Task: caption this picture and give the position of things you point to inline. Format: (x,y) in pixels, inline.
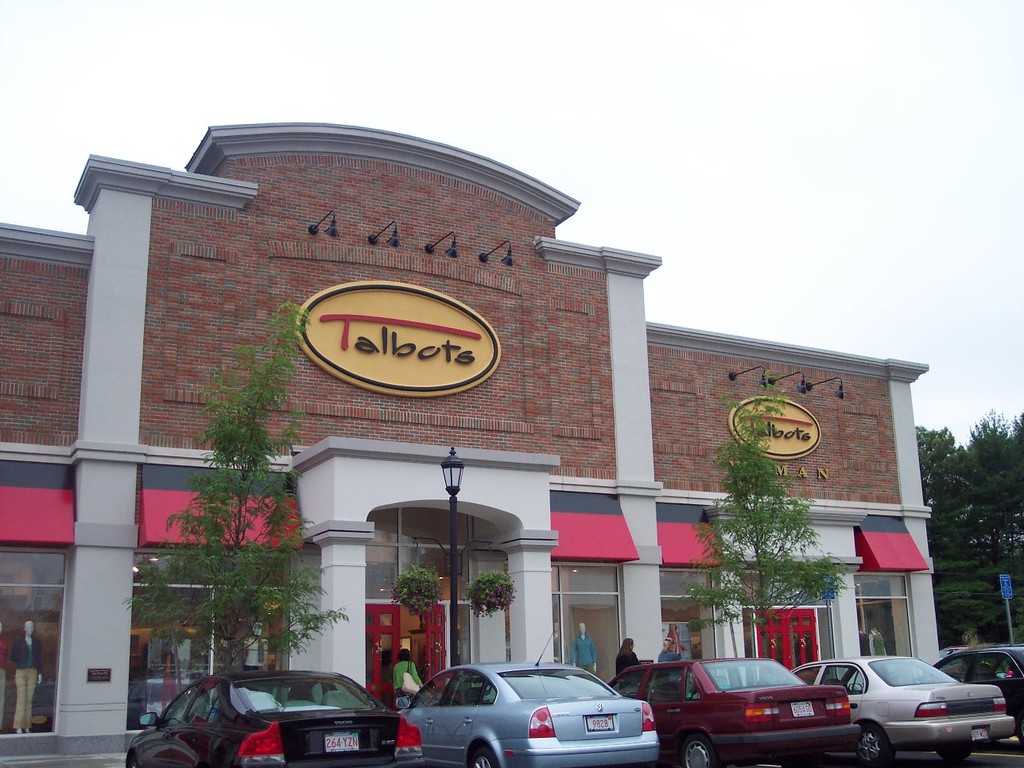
This picture is clicked outside. In the foreground (409,718) we can see the cars (551,702) parked on the ground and we can see the two people (416,672) seems to be walking on the ground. In the center (451,461) there is a lamp post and the trees (788,566) and we can see the building (351,337) and the text (443,357) on the building (667,371) and we can see the wall mounted lamps (502,245) and we can see the mannequins (169,656) wearing clothes (595,657) and standing. In the background (825,170) we can see the sky (743,188), trees (994,591) and a board (1011,585) which is attached to the pole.
